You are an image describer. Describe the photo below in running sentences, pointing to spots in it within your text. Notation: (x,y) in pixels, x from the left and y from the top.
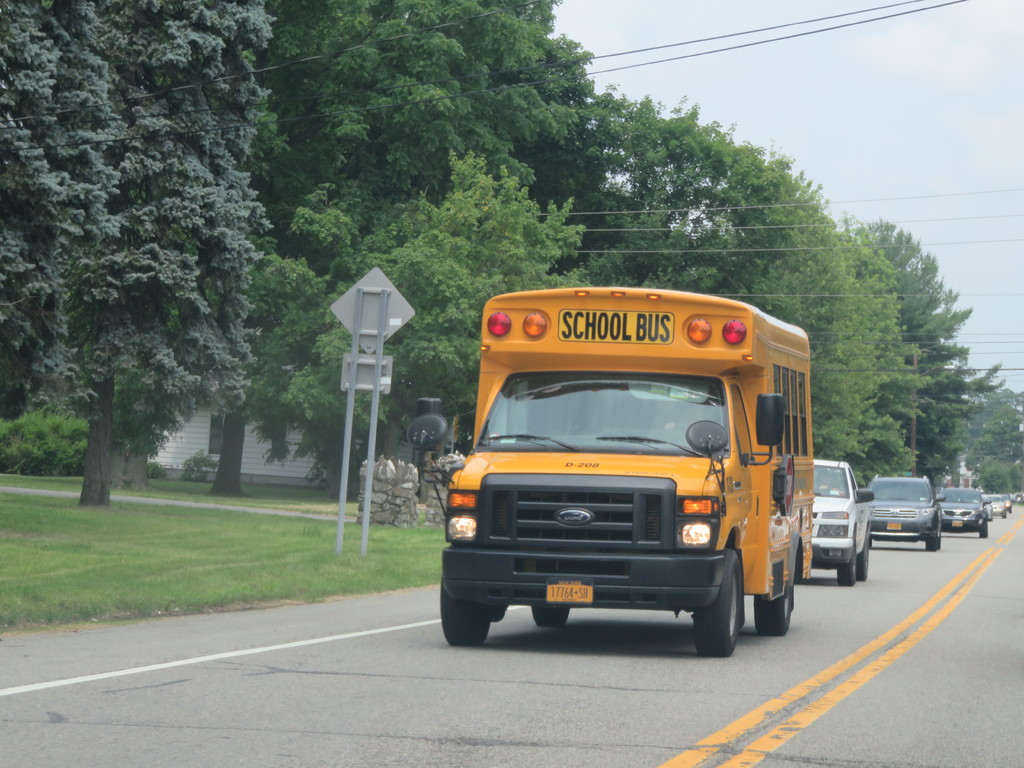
In this image, we can see few vehicles (829,558) are on the road (714,707). Background (208,428) we can see grass (244,581), boards (362,382) with poles (368,478), trees (351,474), house (291,477), glass window (214,444), wires (988,370). Top of the image (927,108), there is a sky (763,124).
